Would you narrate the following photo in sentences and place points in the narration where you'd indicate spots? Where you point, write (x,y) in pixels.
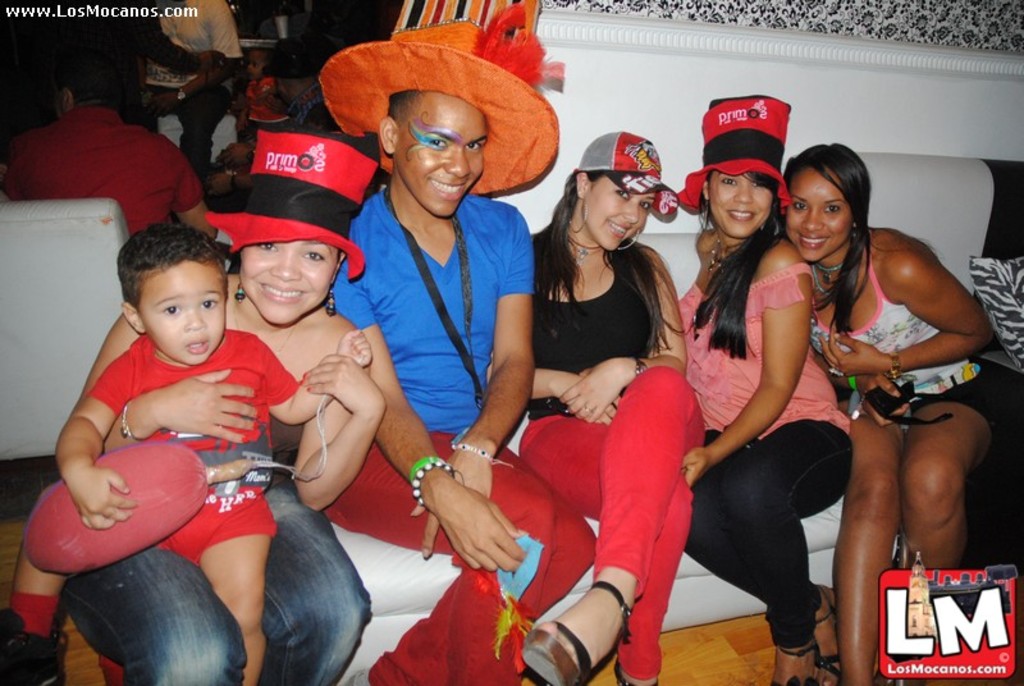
In this image there are a few people (639,290) wearing hats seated on the sofa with a smile on their face (291,301), behind them there are a few other people (161,175) on the chairs (49,216).
